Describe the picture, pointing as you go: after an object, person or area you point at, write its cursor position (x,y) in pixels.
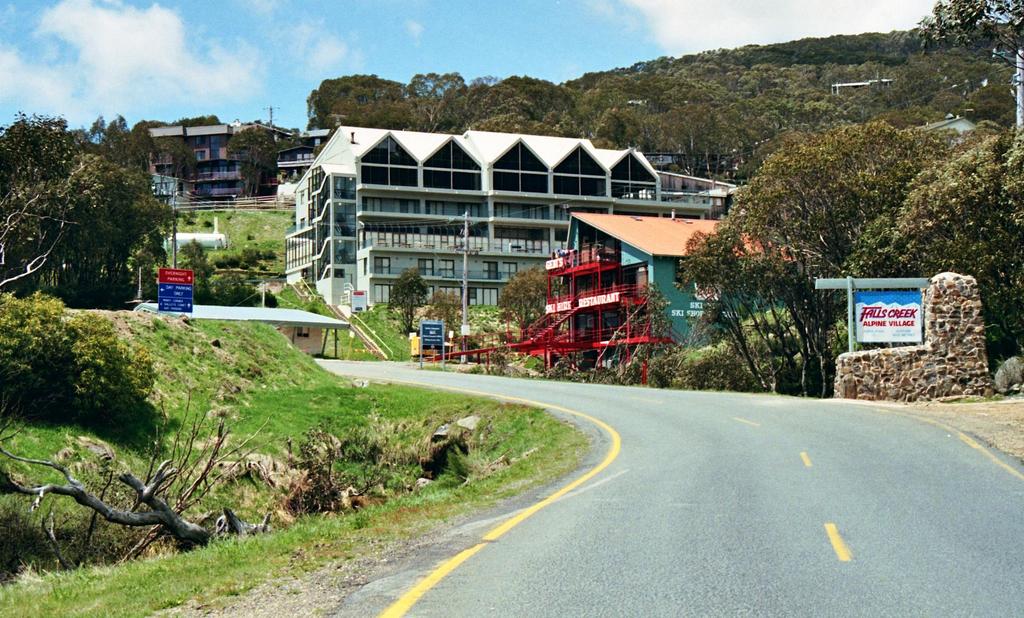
The picture is taken outside a city. On the right side of the picture (862,202) there are trees (862,202), buildings (949,129) and a hoarding (877,324). In the center of the picture (542,313) there are plants (709,366), trees (487,104), current poles (467,225), buildings (421,179), grass (457,463) and road (692,480). On the left side (59,517) there are trees (78,296), hoarding (163,283), buildings (222,312), plants (139,378), grass (231,427), and twigs (138,487). Sky (218,82) is clear and it is sunny.
